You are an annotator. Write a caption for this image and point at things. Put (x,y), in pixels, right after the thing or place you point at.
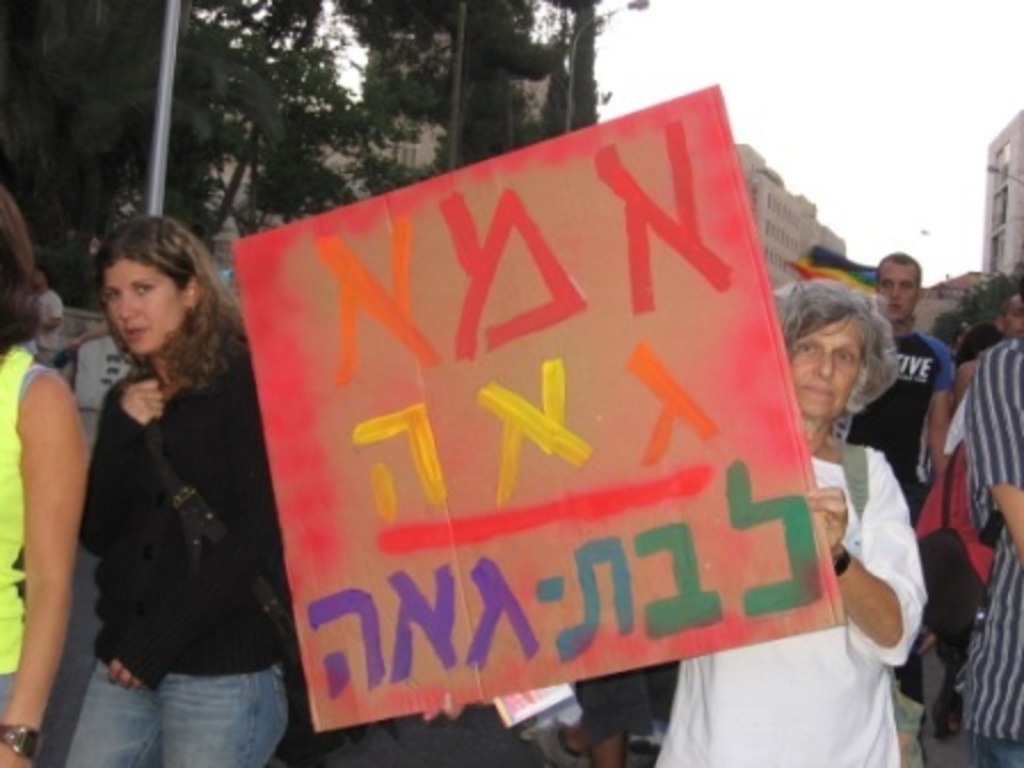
A woman (796,722) is holding a board (593,523). Background (782,209) there are buildings (794,202), light poles (573,59), trees (452,69), flag (823,255) and people (1002,457).
